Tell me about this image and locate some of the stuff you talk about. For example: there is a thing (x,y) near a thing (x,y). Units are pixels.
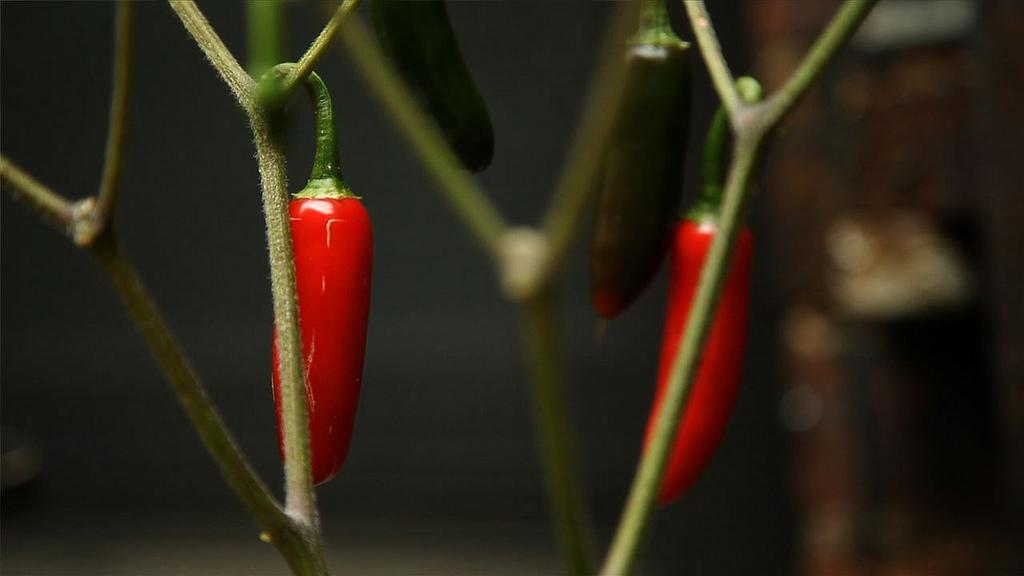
This image consists of red chilies (316,456) which are hanged to the stem (536,255) of a plant (523,255). The stems (730,185) are in green color.
